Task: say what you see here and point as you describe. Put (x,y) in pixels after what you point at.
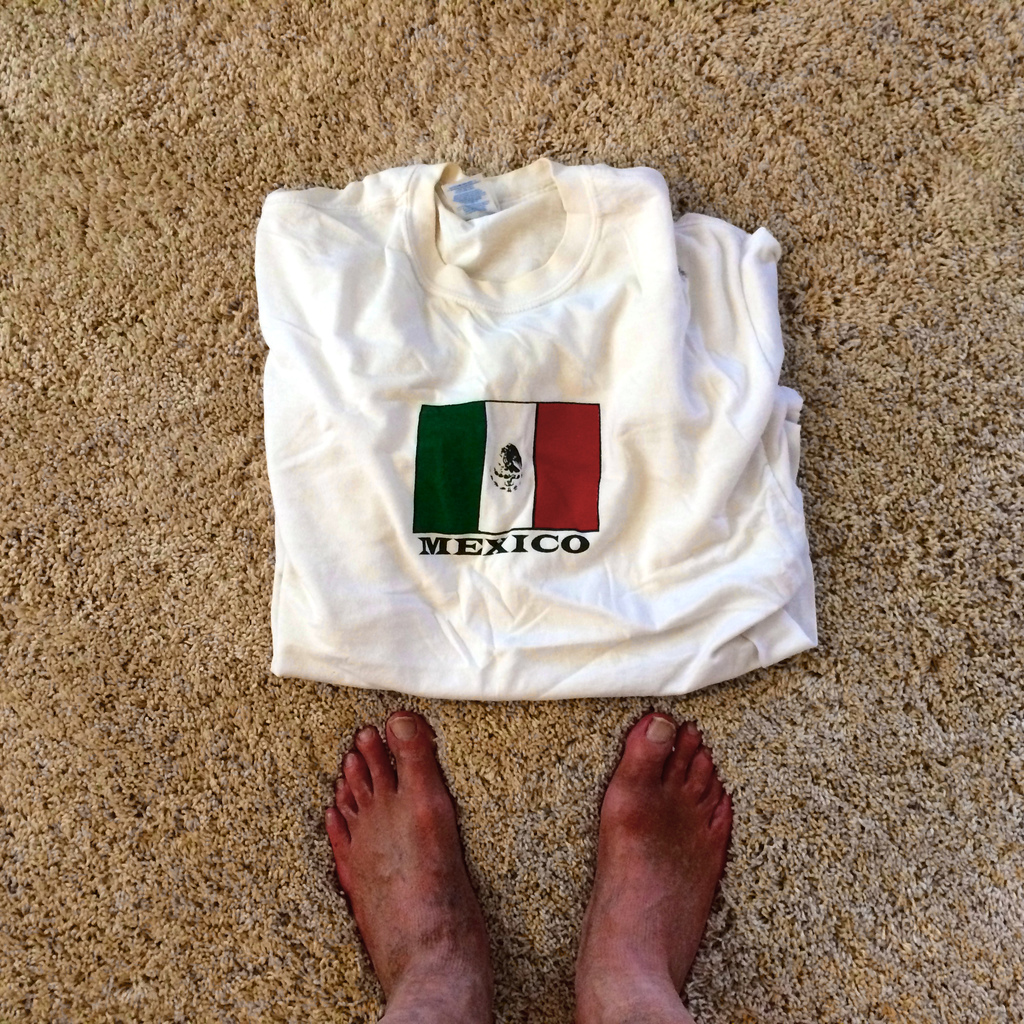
In the center of the image (541,521) we can see a white T-shirt (553,321) is present on the carpet (79,681). On the T-shirt (617,471) we can see the text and logo (512,444). At the bottom of the image (387,1005) we can see the person's legs (464,988).
